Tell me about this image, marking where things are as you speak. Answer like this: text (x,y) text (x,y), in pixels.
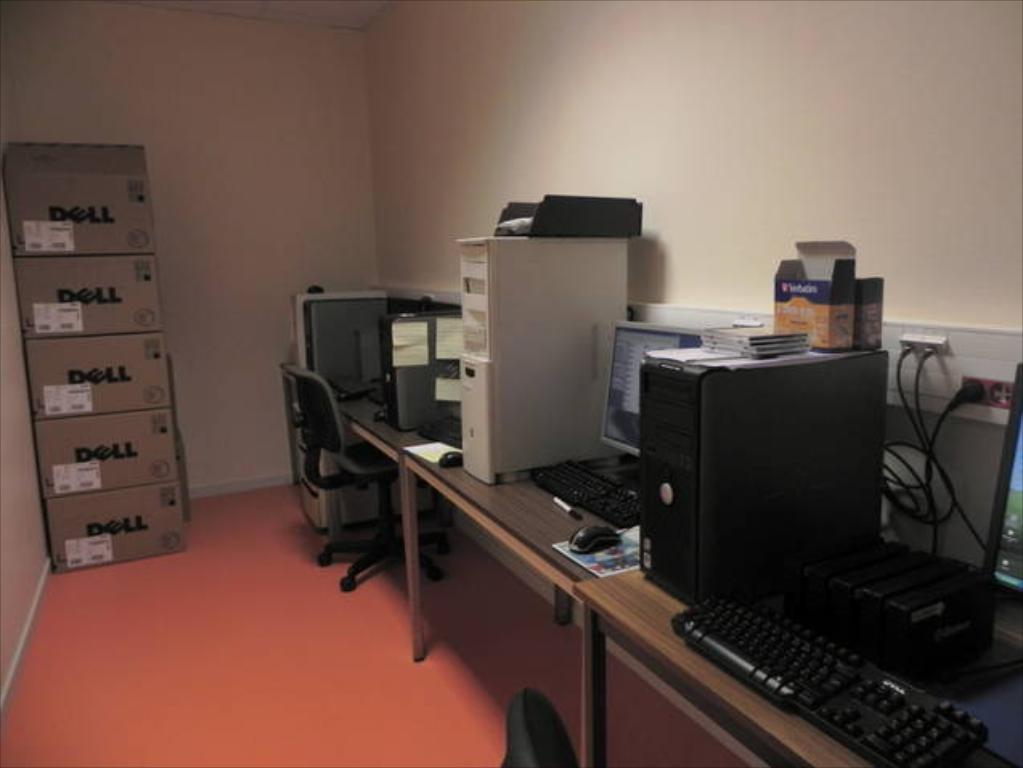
This picture is clicked inside the room (409,653). On the right (746,699) we can see the tables (459,479) and chairs (341,433) and we can see the monitors (1008,467), keyboards (794,661), mouses (604,539), marker (563,512) and some electronic devices (530,360) and some other items (781,356) are placed on the top of the tables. In the background (357,137) we can see the wall (433,80), wall sockets (991,386), cables (933,449) and some boxes (73,352) and some other items (333,340).
